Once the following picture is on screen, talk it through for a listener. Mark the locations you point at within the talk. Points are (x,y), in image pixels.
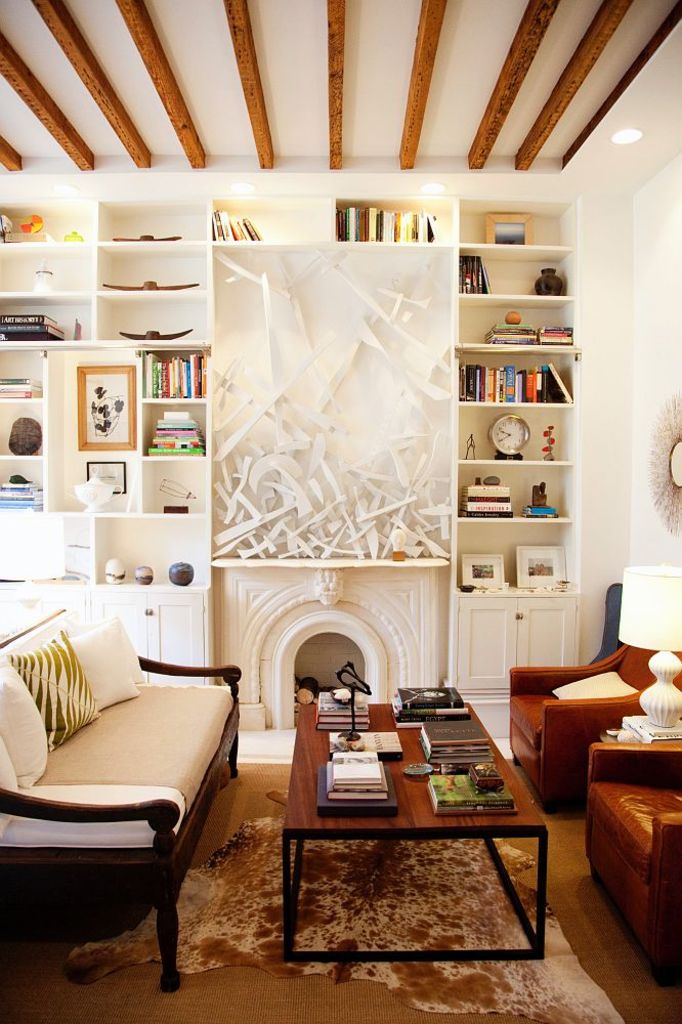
This is inside view picture of a house (234,652). Here we can see sofa (146,699) and chairs (640,778). This is a table (358,958) and there are books (424,719) on the table (410,813). This is a floor carpet (392,976). Here we can see a cupboard (74,343) which is in white colour where we can see books (482,379), clock (518,452), photo frames (134,376) arranged in a cupboard (139,426). This is a ceiling (500,103) and light (615,136). This is a lamp (640,639).
